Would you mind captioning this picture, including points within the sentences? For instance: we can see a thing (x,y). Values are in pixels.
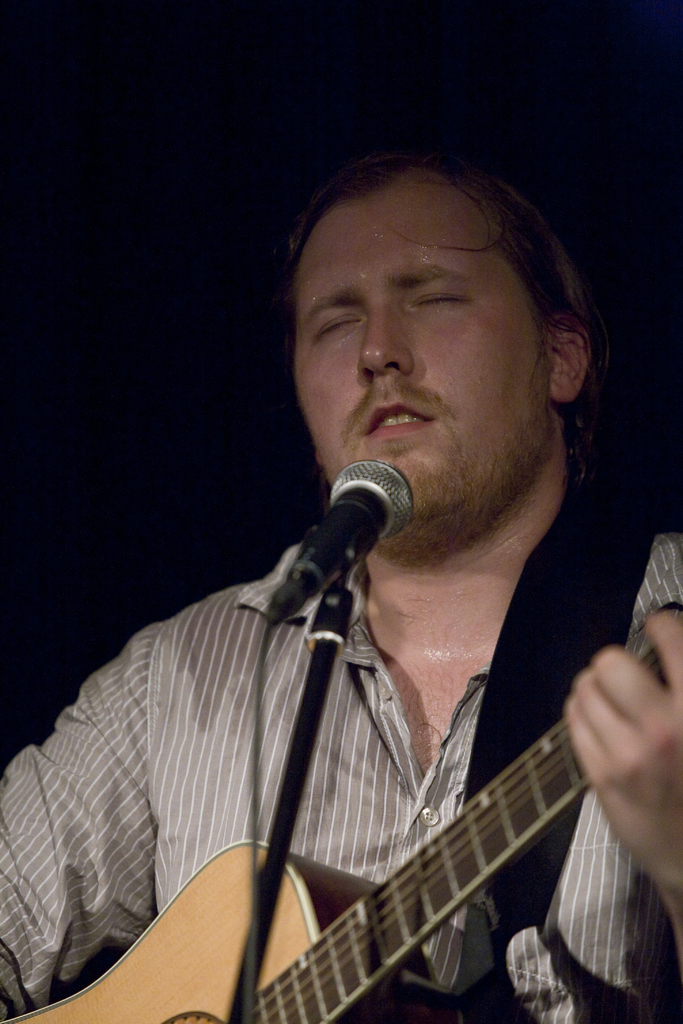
In this image, There is a person (556,419) in front of this mic (369,513) and playing a guitar (239,914). This person (253,727) is wearing clothes (245,727).
